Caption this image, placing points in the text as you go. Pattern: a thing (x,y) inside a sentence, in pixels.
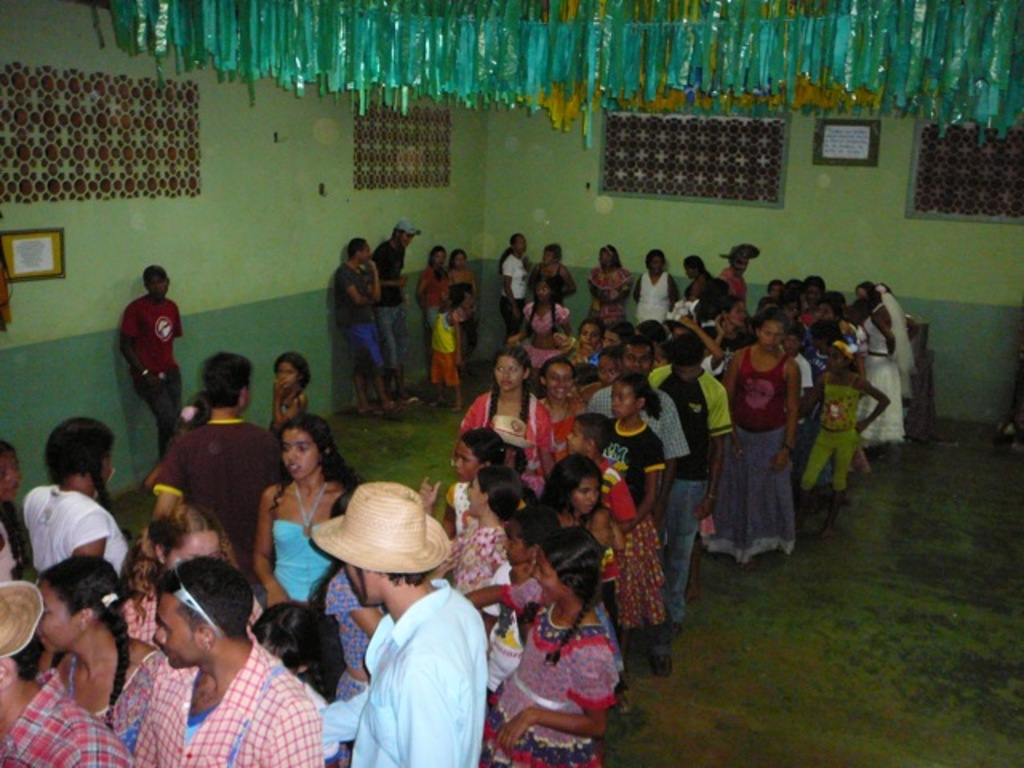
In this picture we can see a few people (388,357) and some kids (631,401). There are frames (57,270) and a few things (382,121) on the walls (290,186). We can see decorative items (465,64) on top of the picture (662,34).
